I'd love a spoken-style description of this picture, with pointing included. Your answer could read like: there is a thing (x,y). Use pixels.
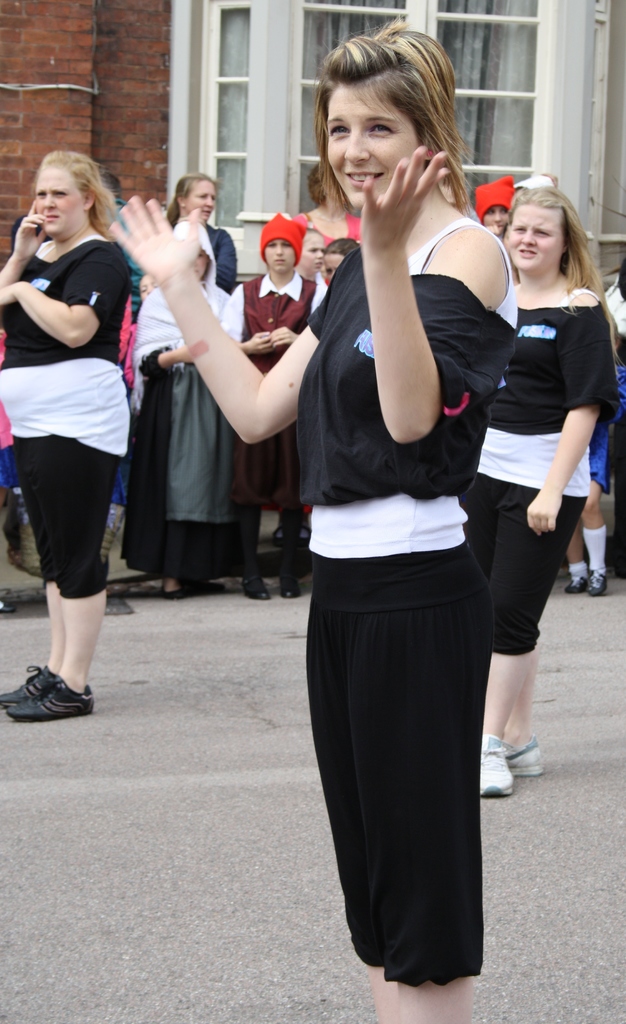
In the picture we can see three women (27,291) are standing on the road (590,847) and giving some performance, they are in white and black dresses (396,648) and behind them, we can see some people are standing and watching them and behind them we can see a building wall (192,84) with a window (512,7) and the white color frame (549,13) to it.
